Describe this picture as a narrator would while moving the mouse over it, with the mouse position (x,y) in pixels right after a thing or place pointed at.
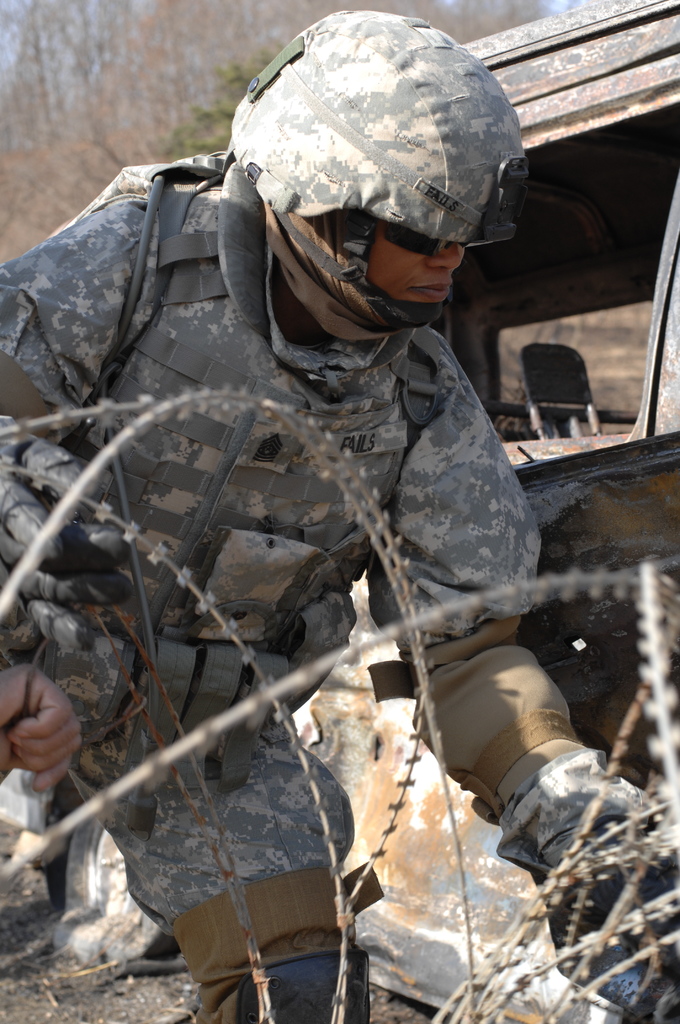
In this image we can see one person (222,431) wearing a helmet (327,176), we can see barbed fence (262,704), vehicle (577,52), in the background (145,63) we can see the trees (142,64) and the sky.
